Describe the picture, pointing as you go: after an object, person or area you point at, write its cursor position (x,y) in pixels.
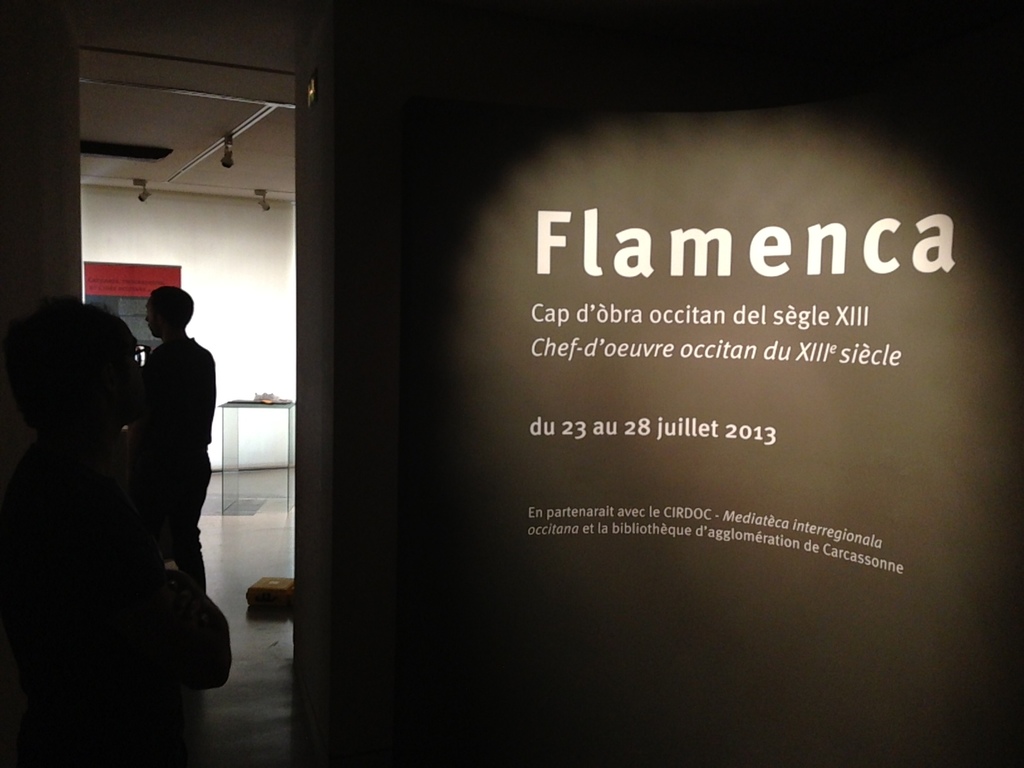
On the left side of the image (53,520) we can see two persons (34,514) are standing. In the background of the image (349,369) we can see the wall (64,261), doorway (250,304), screen (141,286), table (266,420). On the table (279,416) we can see some objects (266,395). At the top of the image (210,151) we can see the lights (232,154) and roof (200,116). At the bottom of the image (253,736) we can see the floor (282,765).
